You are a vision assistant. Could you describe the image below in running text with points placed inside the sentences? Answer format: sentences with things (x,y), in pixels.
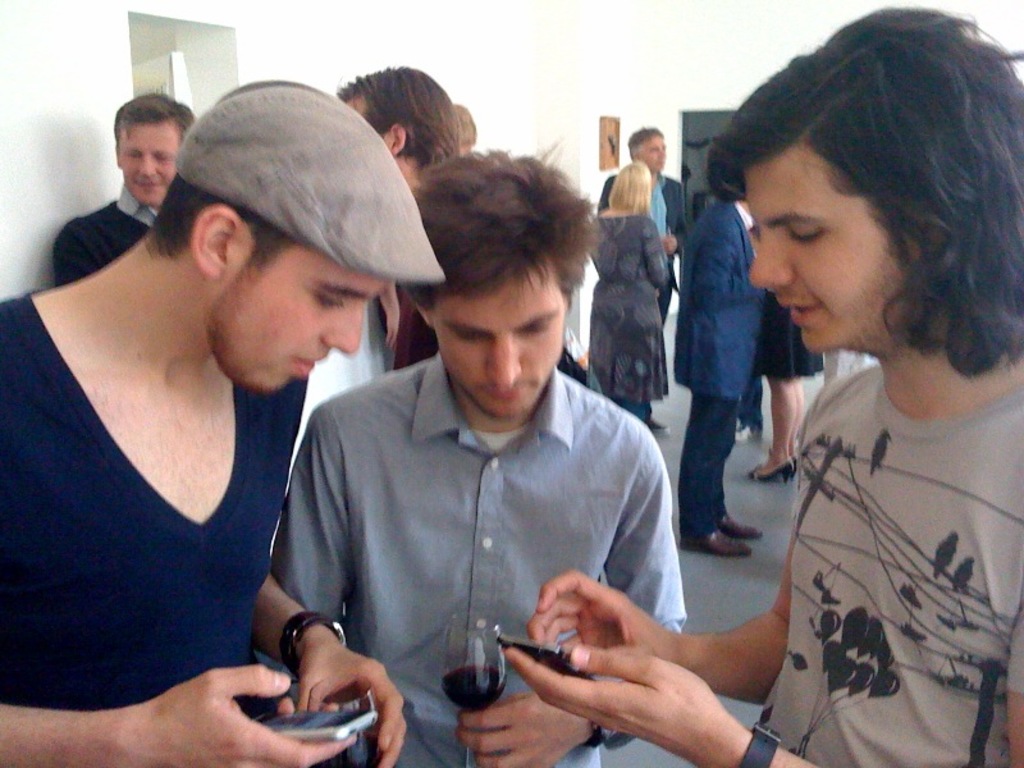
In this picture there are people (404,211), among them there are two men (566,626) holding mobiles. In the background of the image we can see objects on the wall (564,81).
